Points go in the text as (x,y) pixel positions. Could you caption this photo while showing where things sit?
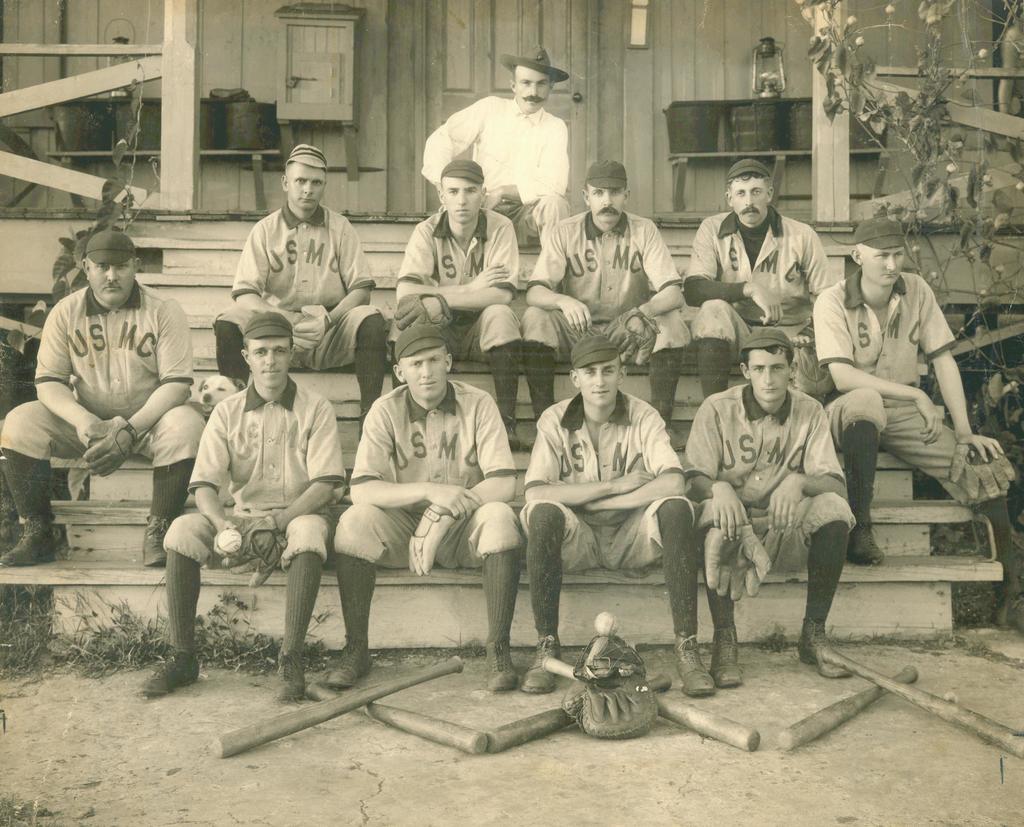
This is an old black and white image. I can see group of people (743,306) sitting on the stairs (893,583). These are the baseball bats (850,704) and gloves (624,694). I think this is the wooden house (716,53). These are the benches (253,153) with the buckets (694,120) on it. This looks like a plant (930,90). Here is the grass (95,645).
